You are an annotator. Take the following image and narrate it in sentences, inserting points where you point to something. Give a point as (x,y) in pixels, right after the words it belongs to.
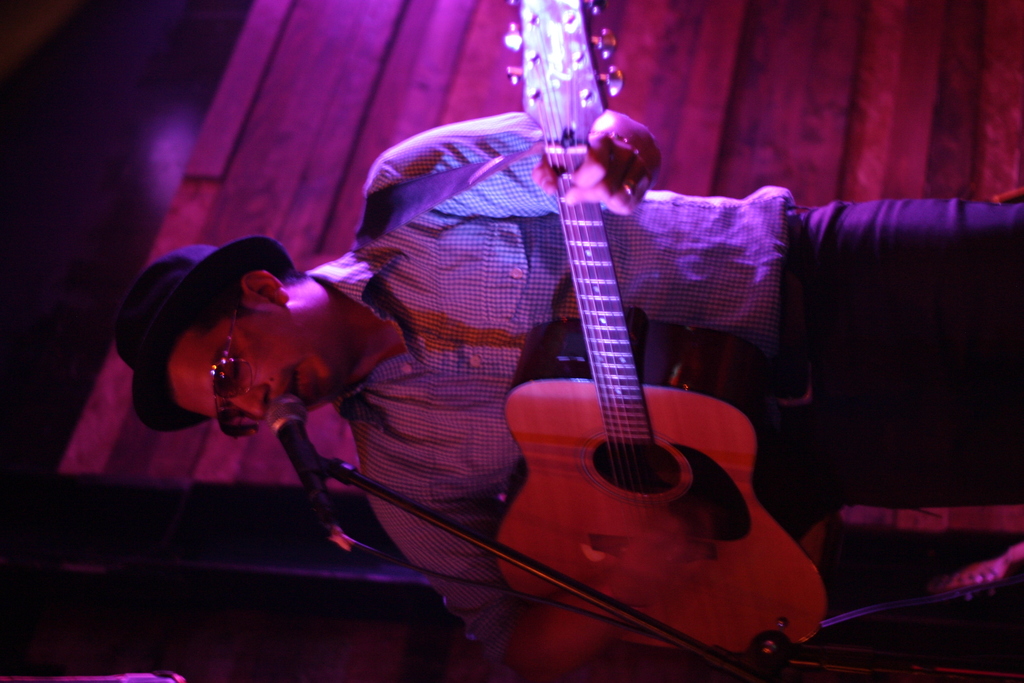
As we can see in the image there is a man (843,251) holding guitar (610,410) and singing a song on mic (320,484).
